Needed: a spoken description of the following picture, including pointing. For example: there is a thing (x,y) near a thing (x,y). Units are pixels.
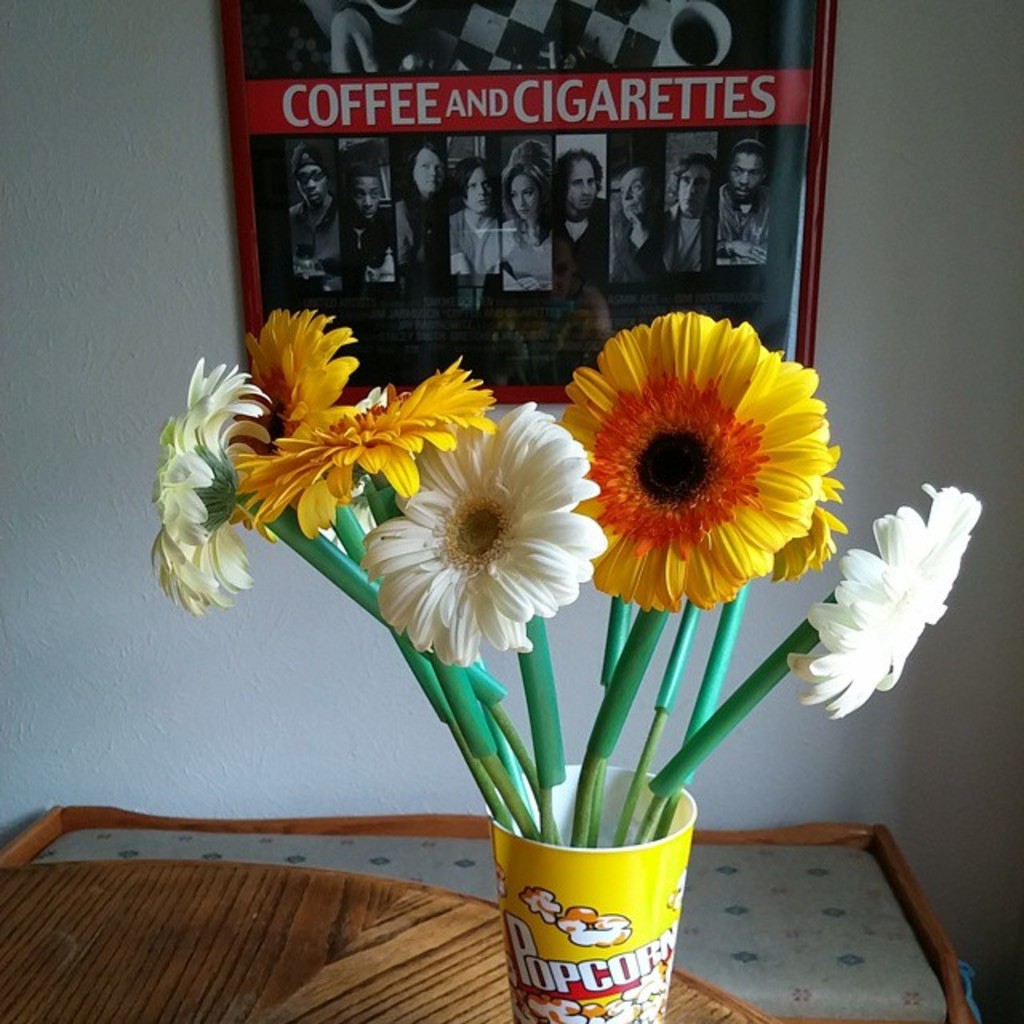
In this image I can see a cup (564,910) with few flowers (544,795). I can see the cup (570,965) is in yellow, white and red color and the flowers (633,549) are in red, white and yellow color. It is on the brown color surface (294,940). In the background (291,237) I can see the board (734,15) to the white wall (103,575).
